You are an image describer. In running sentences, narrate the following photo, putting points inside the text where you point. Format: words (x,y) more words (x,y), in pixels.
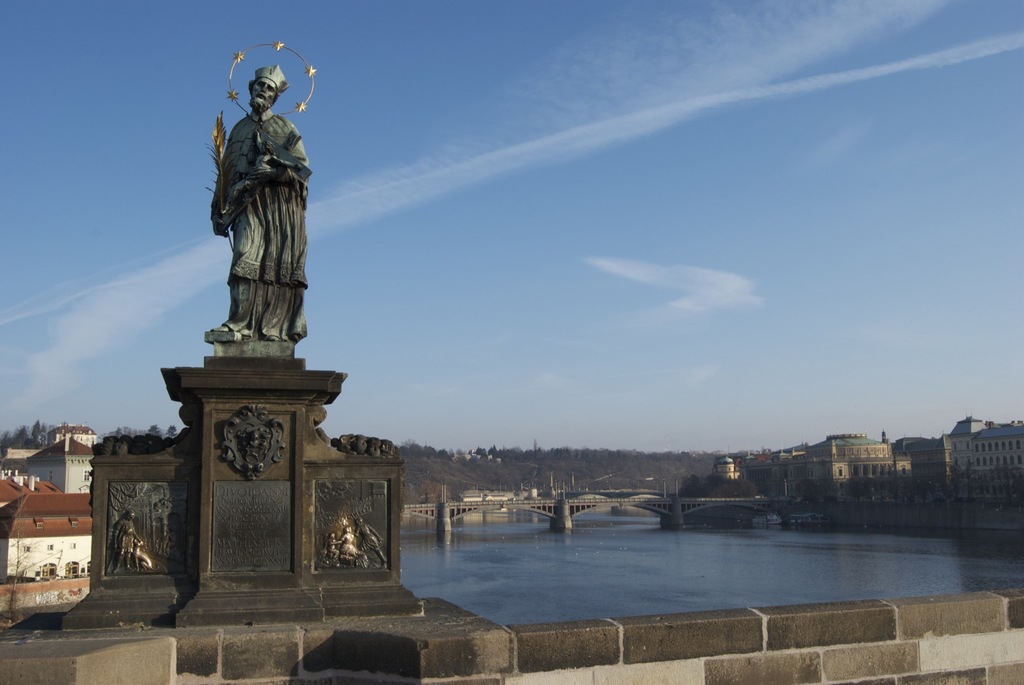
In this picture we can see a sculpture (293,242), the lake (623,575), behind we can see some buildings (85,546) and we can see some trees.
